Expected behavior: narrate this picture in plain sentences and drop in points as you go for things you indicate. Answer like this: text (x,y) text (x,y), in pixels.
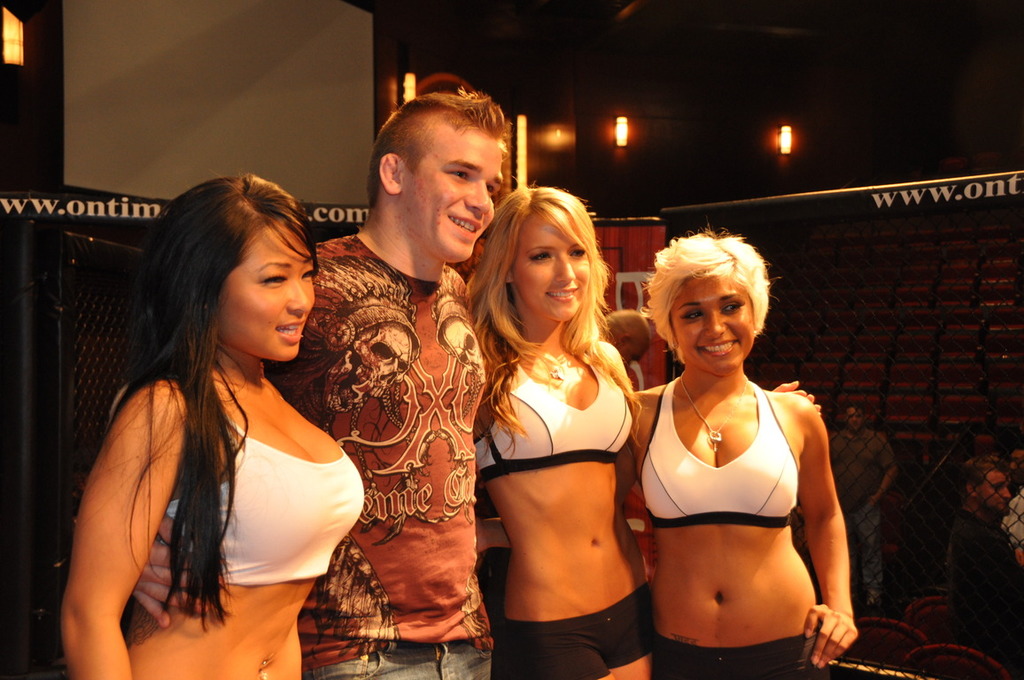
In this image there are four persons (452,364) standing. Right side (1000,589) there are few persons (985,608) behind the fence (947,493). Few lights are attached to the wall (635,155). Left side (91,399) there is a fence (109,359).
